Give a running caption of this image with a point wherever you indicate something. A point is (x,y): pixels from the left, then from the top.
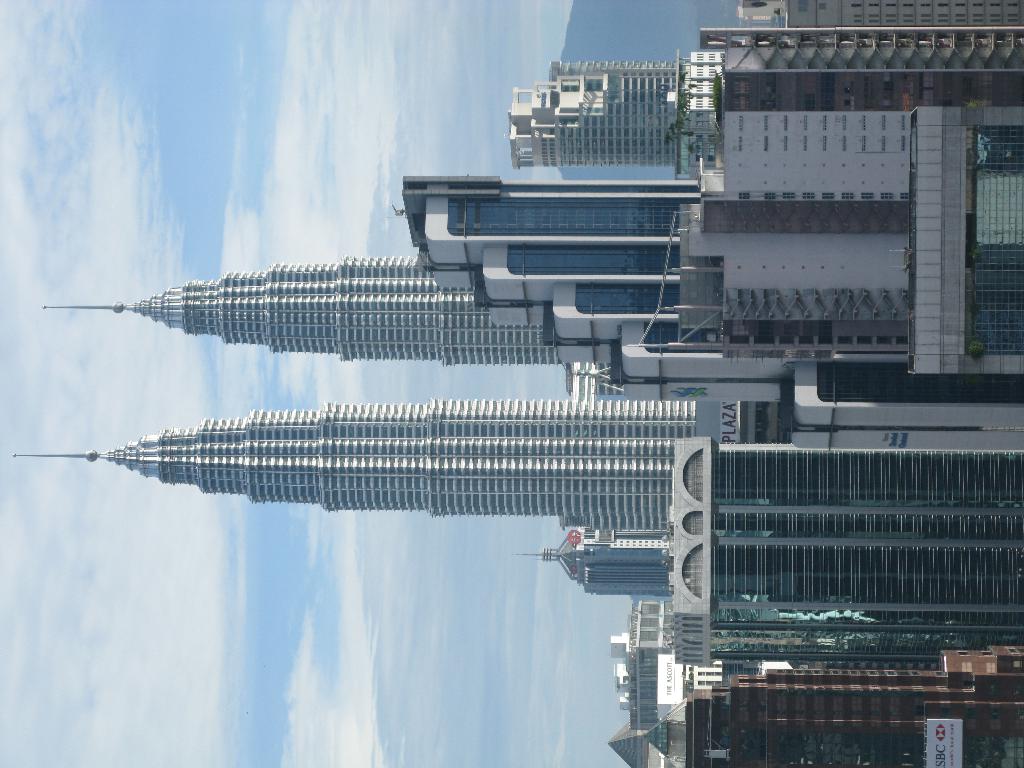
On the right side of the image (1010,20) we can see some buildings (750,43) and towers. On the left side of the image (76,96) we can see some clouds (424,156) in the sky (132,76).
